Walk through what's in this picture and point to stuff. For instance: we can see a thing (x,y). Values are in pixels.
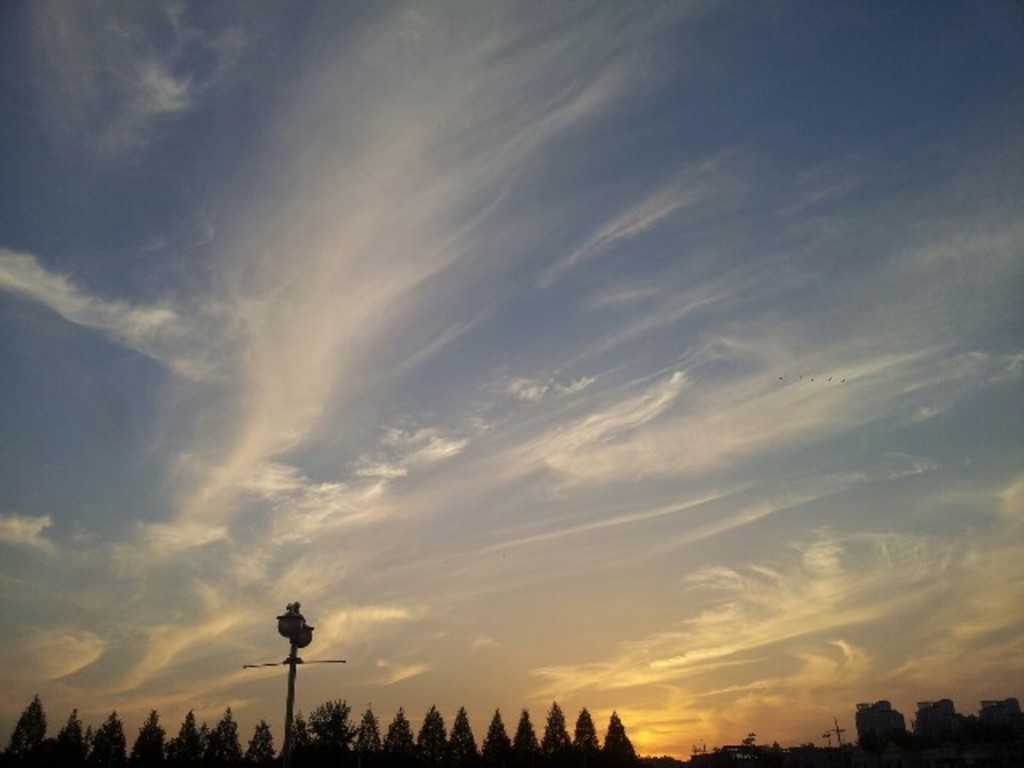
In the image we can see trees (343,711), pole (286,621) and the cloudy sky (718,581).
